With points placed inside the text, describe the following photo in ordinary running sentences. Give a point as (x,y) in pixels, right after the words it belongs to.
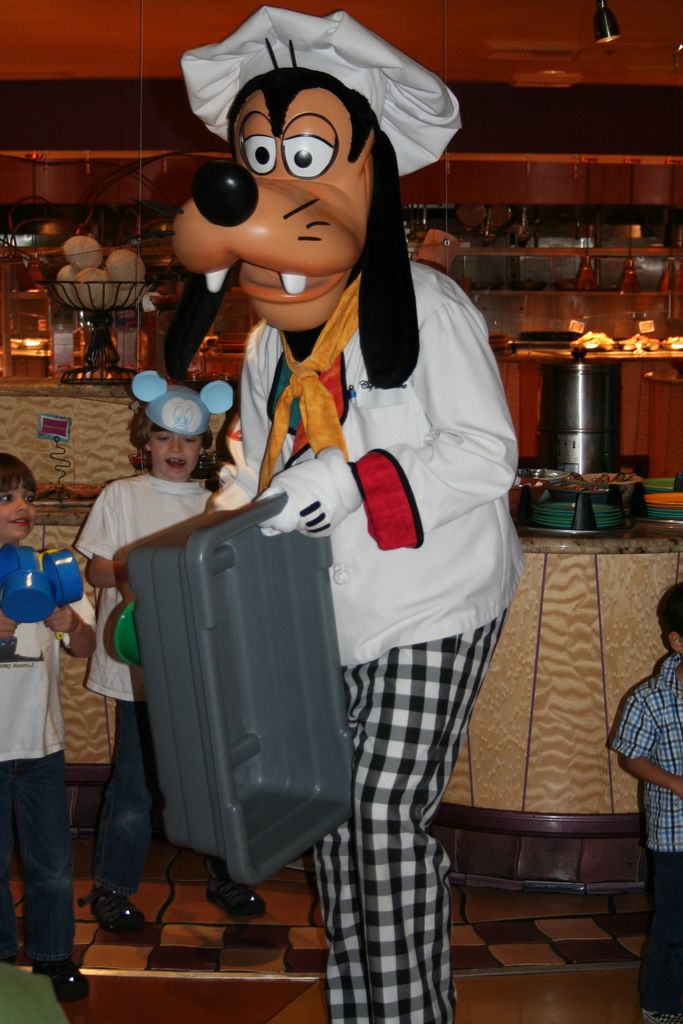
As we can see in the image there are few people (284,464), tiles (489,891), tray (267,802), wall (472,188), shelves (606,249) and table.
